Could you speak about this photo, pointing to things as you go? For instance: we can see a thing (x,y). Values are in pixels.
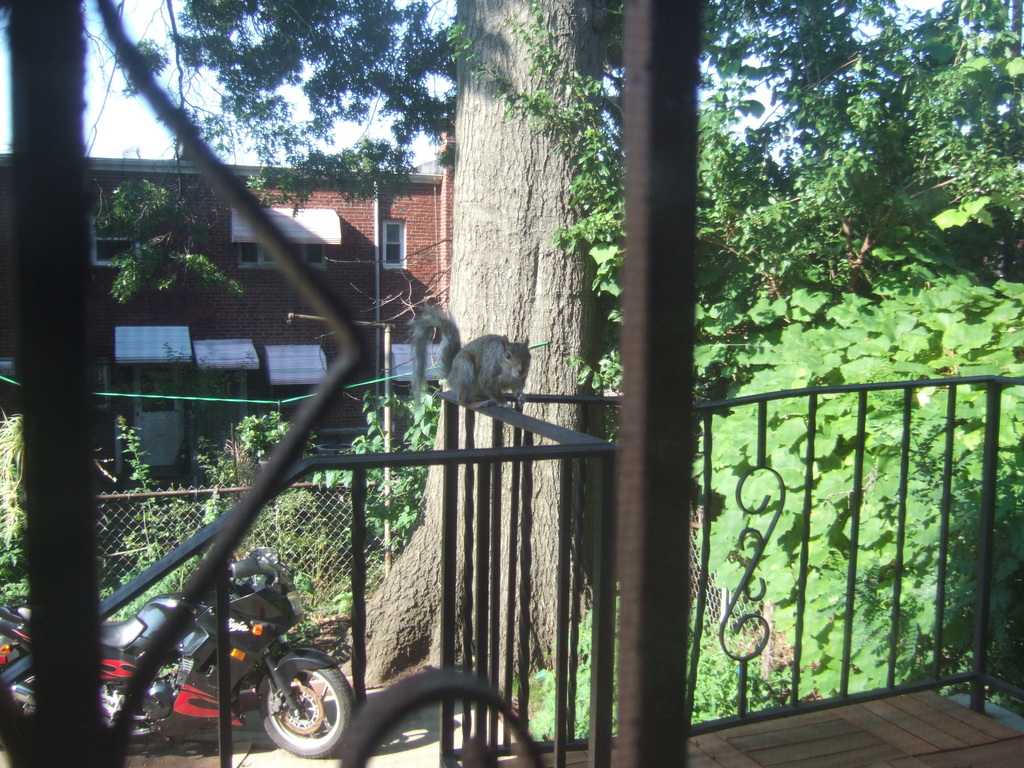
As we can see in the image there is a motorcycle (290,660), squirrel (492,389), fence (180,506), trees (534,309) and building (370,330). On the top (131,29) there is a sky (129,98).
